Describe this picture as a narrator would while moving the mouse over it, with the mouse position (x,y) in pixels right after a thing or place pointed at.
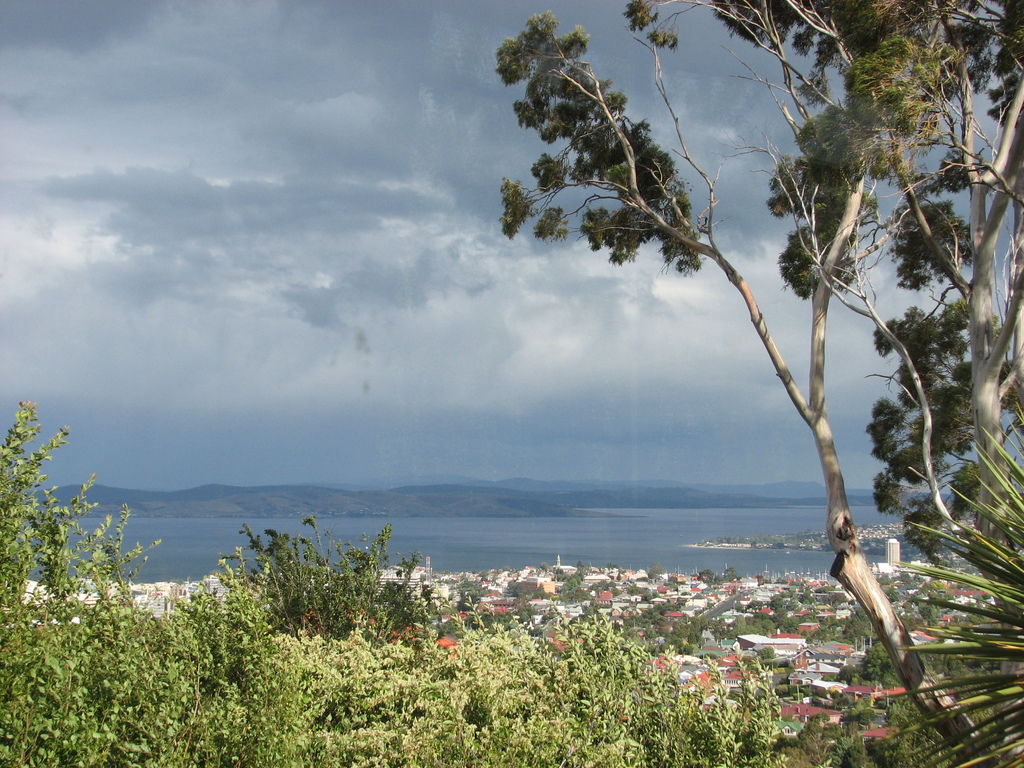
This image is clicked outside. At the bottom (322,682), there are plants (475,685). To the right (929,234), there is a tree (927,677). In the middle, there are many houses (733,657) and plants (737,623). In the background (492,555), there is water (160,557) along with mountains (143,513). At the top (238,227), there are clouds (276,316) in the sky (253,281).
